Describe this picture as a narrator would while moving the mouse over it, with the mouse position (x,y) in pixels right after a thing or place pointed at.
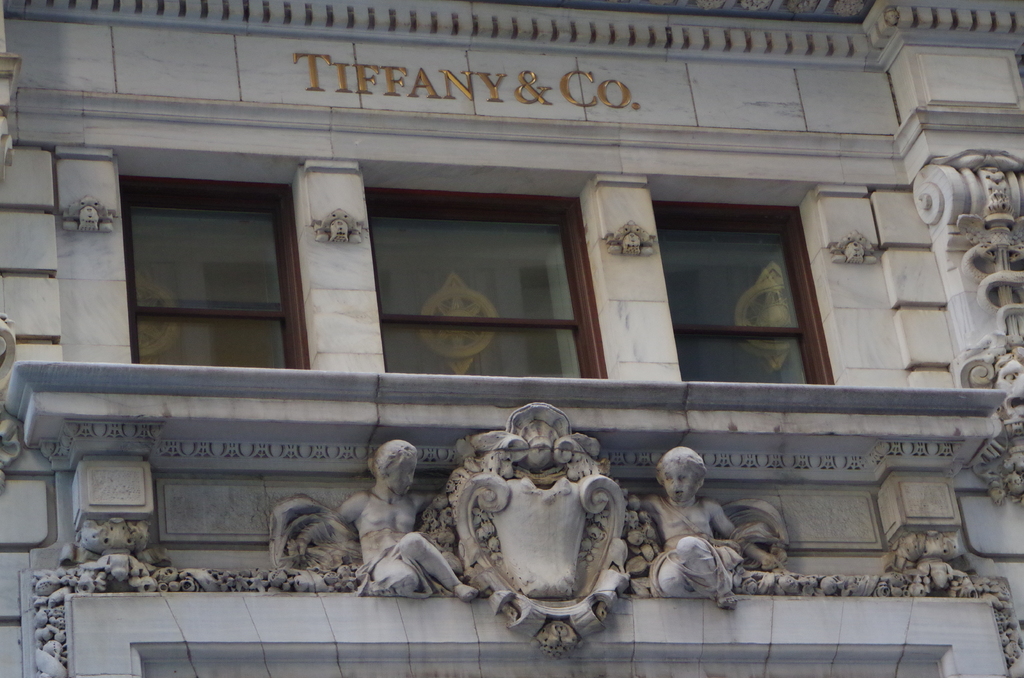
In this image there is one building (711,300) and in the center (529,353) there are three windows (474,291), and also at the bottom (309,554) there are some sculptures (533,549). On the top of the building (435,74) there is some text (311,70) written.
